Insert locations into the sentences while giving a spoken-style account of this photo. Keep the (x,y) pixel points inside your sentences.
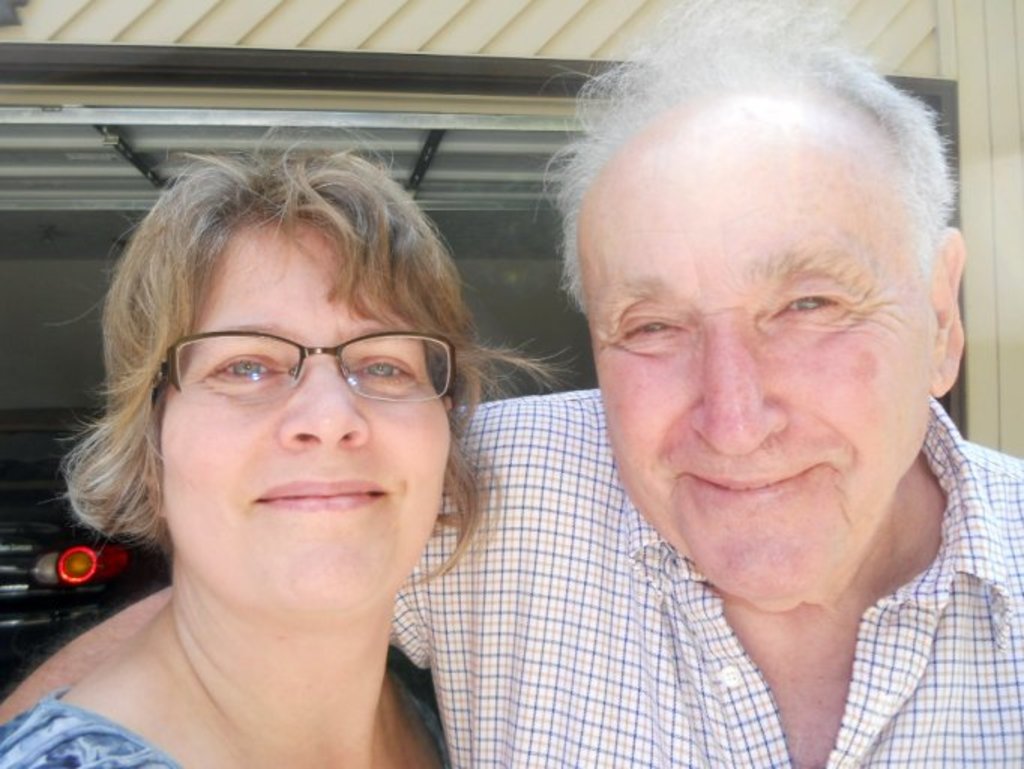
In this image I can see two people (508,710) with different color dresses (583,583). I can see one person (405,363) wearing the specs (363,359). In the back (87,562) I can see the car (57,521) inside the shed (219,147).
